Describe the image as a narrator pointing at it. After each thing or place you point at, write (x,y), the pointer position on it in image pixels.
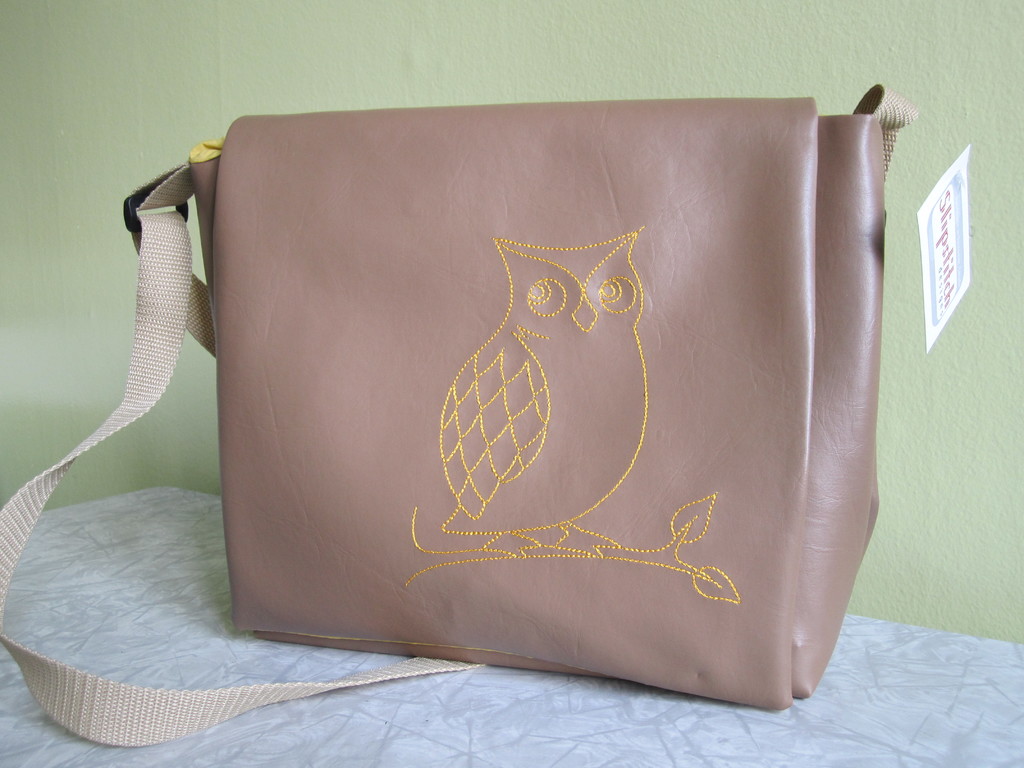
In this picture there is a handbag (443,452) on which an owl (575,483) was figured out. The bag (491,429) is in brown color. In the background (193,41) there is a wall (474,73) and the bag (282,375) is placed on the table (309,714).
